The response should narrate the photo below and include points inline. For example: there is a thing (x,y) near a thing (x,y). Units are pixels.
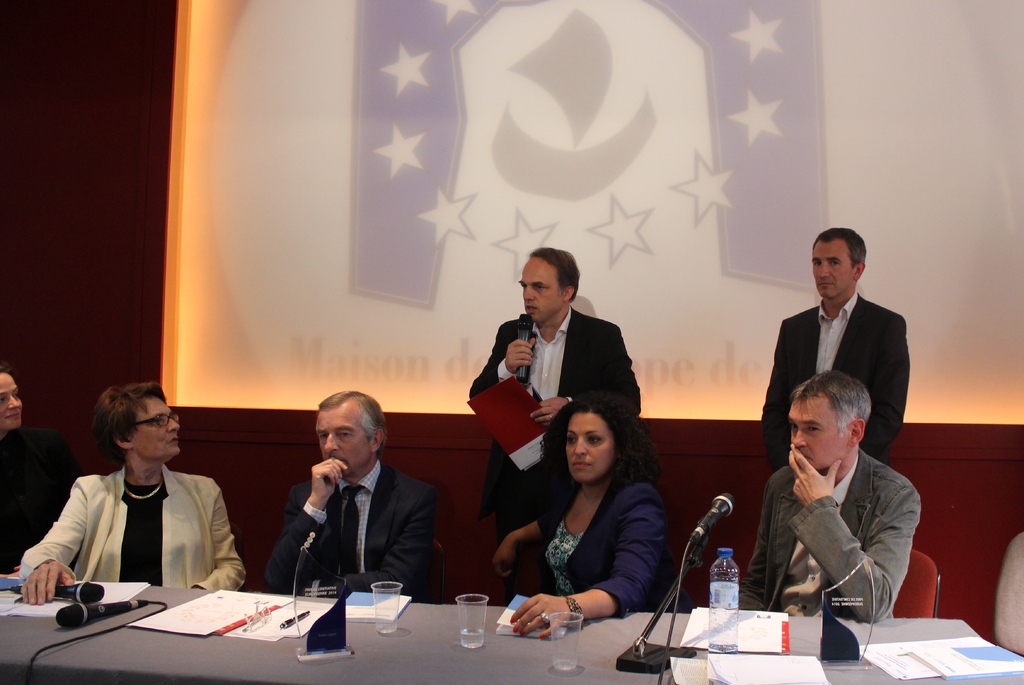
In this picture, we see five people (358,534) are sitting on the chairs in front of the table (489,631) and on the table (274,663), we see water glasses (385,617), water bottle (721,613), files (753,635), books (736,670), pen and microphones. Behind them, the man (554,364) in white shirt (540,353) and black blazer (567,339) is holding a microphone (519,338) in one of his hands (507,354) and in the other hand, he is holding a file (534,441). Beside him, we see the man (821,329) in black blazer (808,370) is standing. Behind them, we see a white color banner (410,210) and behind that, we see a red color sheet (947,505). This picture is clicked in the conference hall (426,283).
